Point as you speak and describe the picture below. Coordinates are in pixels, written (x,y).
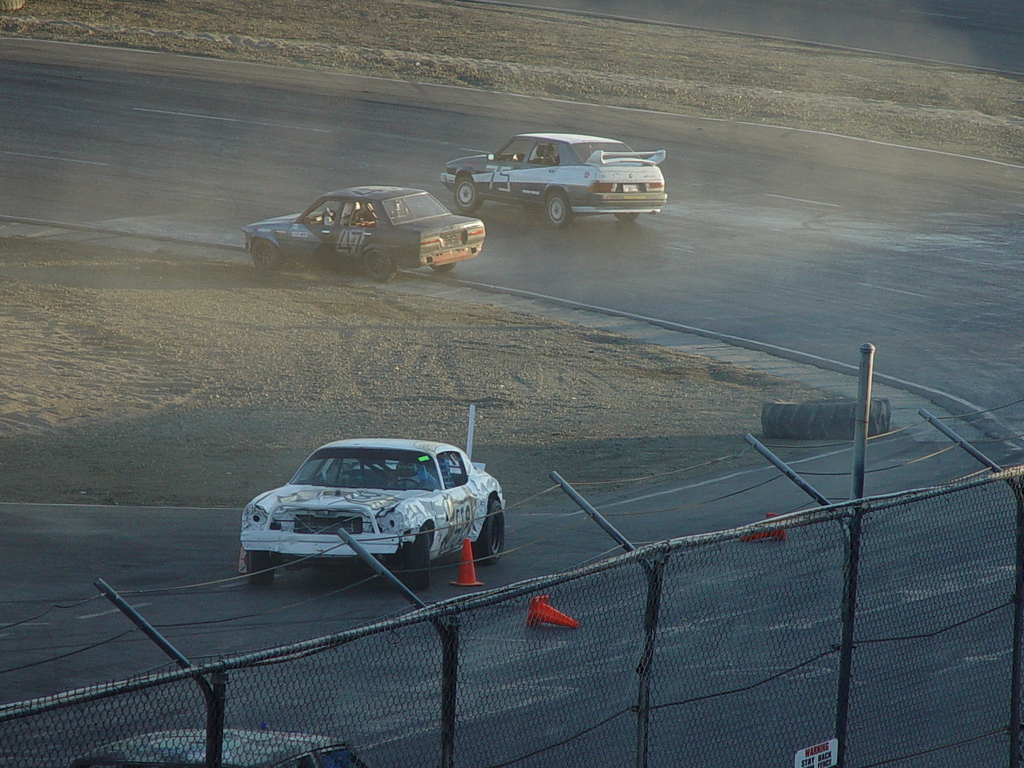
In this image, we can see a racing track (421,128) and we can see some cars (400,547) on the track (217,164), there is a tyre (803,407) on the road (950,388). We can see the iron fencing (811,484).
